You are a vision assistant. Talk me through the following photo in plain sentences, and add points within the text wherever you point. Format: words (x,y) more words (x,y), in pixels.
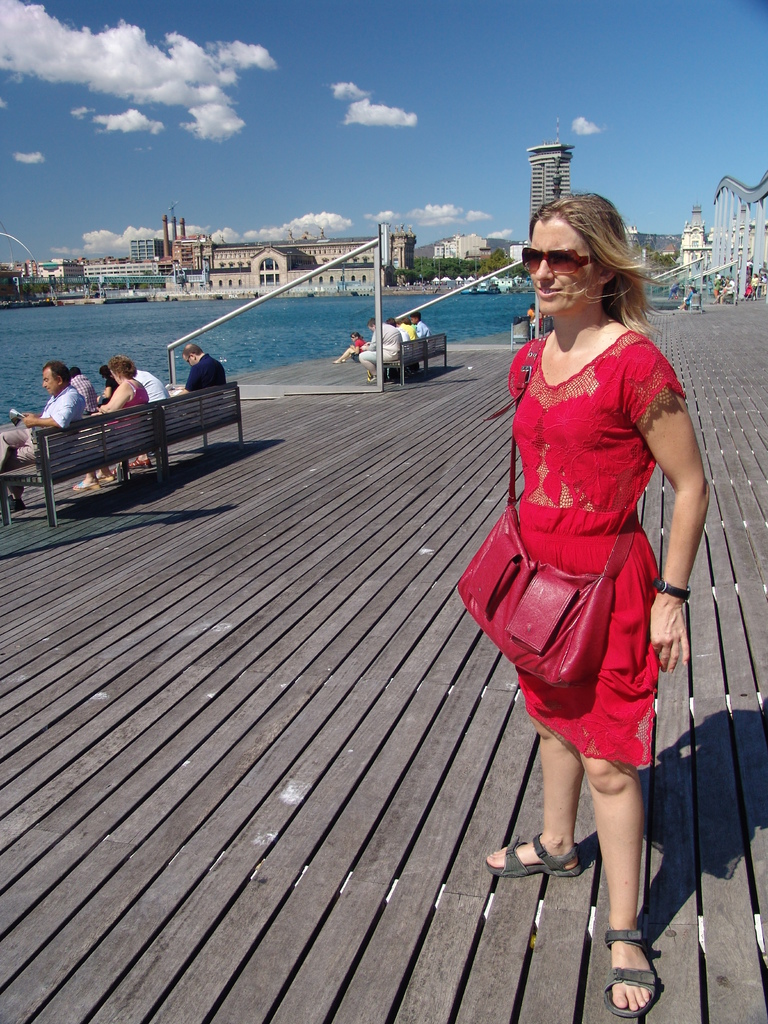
In the picture i can see a woman (641,451) wearing red color dress (593,528) standing and also carrying bag (519,591), on left side of the picture (71,419) there are some persons (145,462) sitting on benches (113,442), there is water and in the background of the picture (81,246) there are some buildings (113,264) and clear sky (450,147).
